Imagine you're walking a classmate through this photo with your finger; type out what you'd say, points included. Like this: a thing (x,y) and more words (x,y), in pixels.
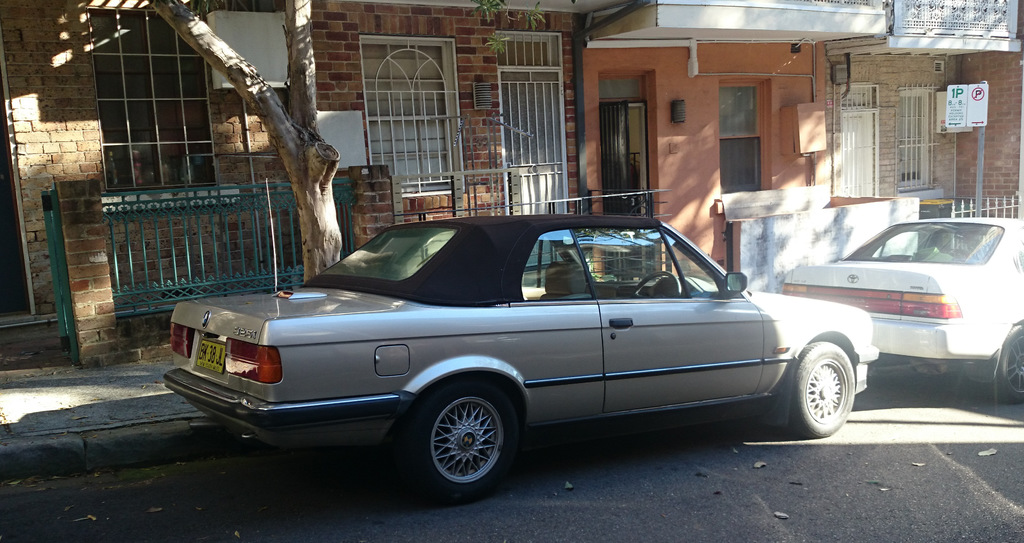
In this image I can see few vehicles (914,328). In front (609,352) the vehicle (587,306) is in black and silver color, background (786,120) I can see a building (636,120) in brown and cream color and I can also see few windows (911,135) and the railing (198,283).
